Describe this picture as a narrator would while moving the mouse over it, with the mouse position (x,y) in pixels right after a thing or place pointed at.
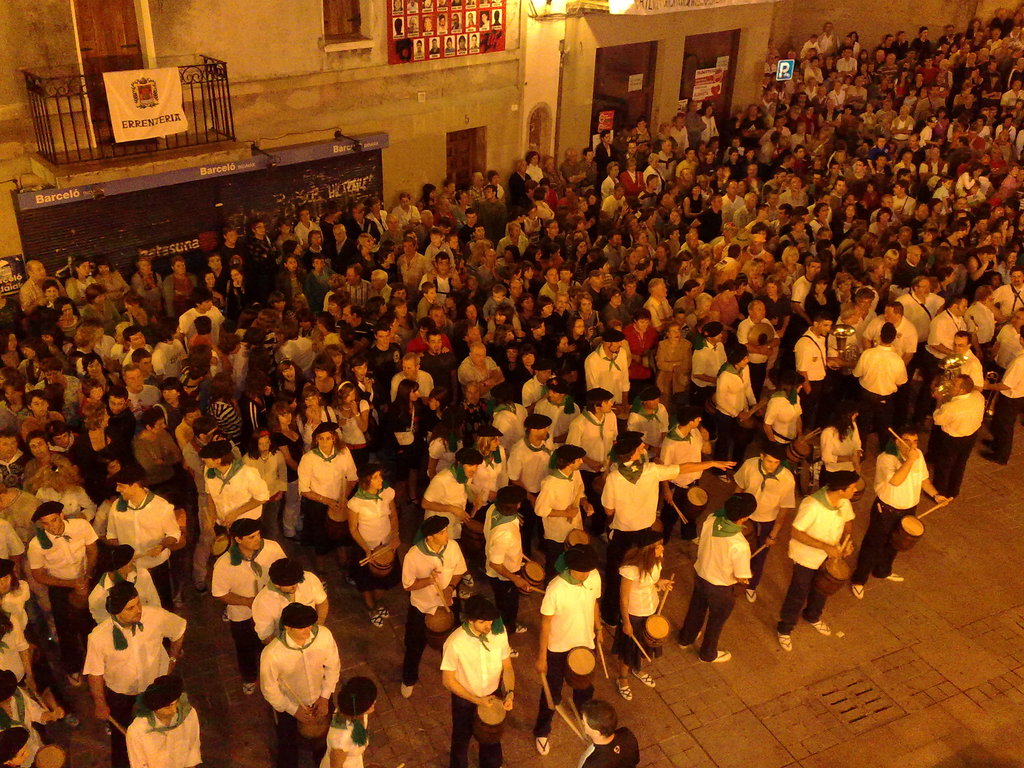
In this image I can see a crowd of people (412,309) standing on the ground (747,651). Few people (634,600) are wearing white color shirts (952,407) and playing some musical instruments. At the top of the image (376,137) there is a building (283,121) along with the doors (633,74) and a railing (62,127). There is a board (439,26) attached to the wall (429,85).
